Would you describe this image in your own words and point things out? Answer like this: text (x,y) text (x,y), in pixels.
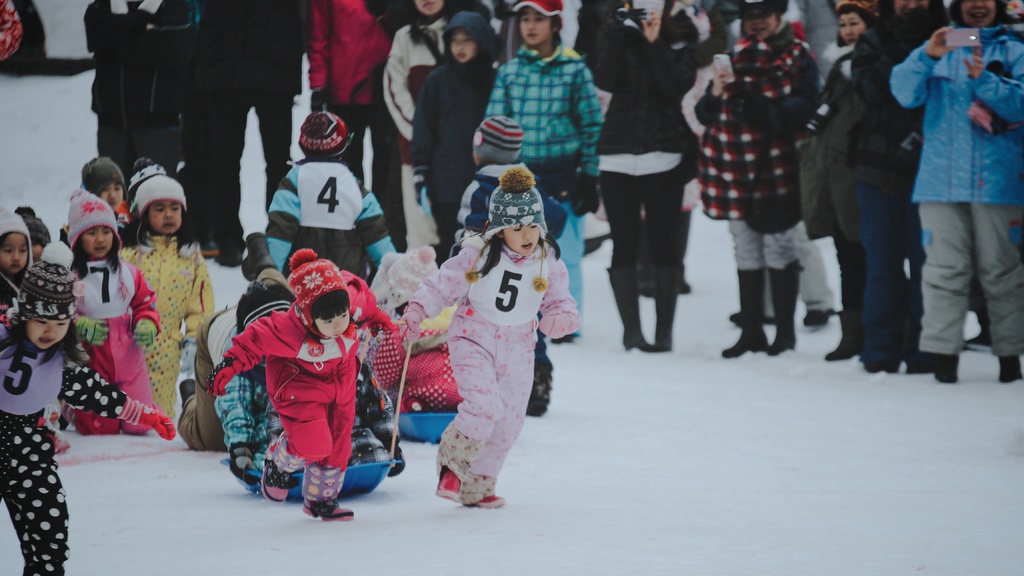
Children (140,425) are running on the snow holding ropes (397,419) and blue trays (368,470) on which other children (364,451) are sitting. Other people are standing and watching them.
